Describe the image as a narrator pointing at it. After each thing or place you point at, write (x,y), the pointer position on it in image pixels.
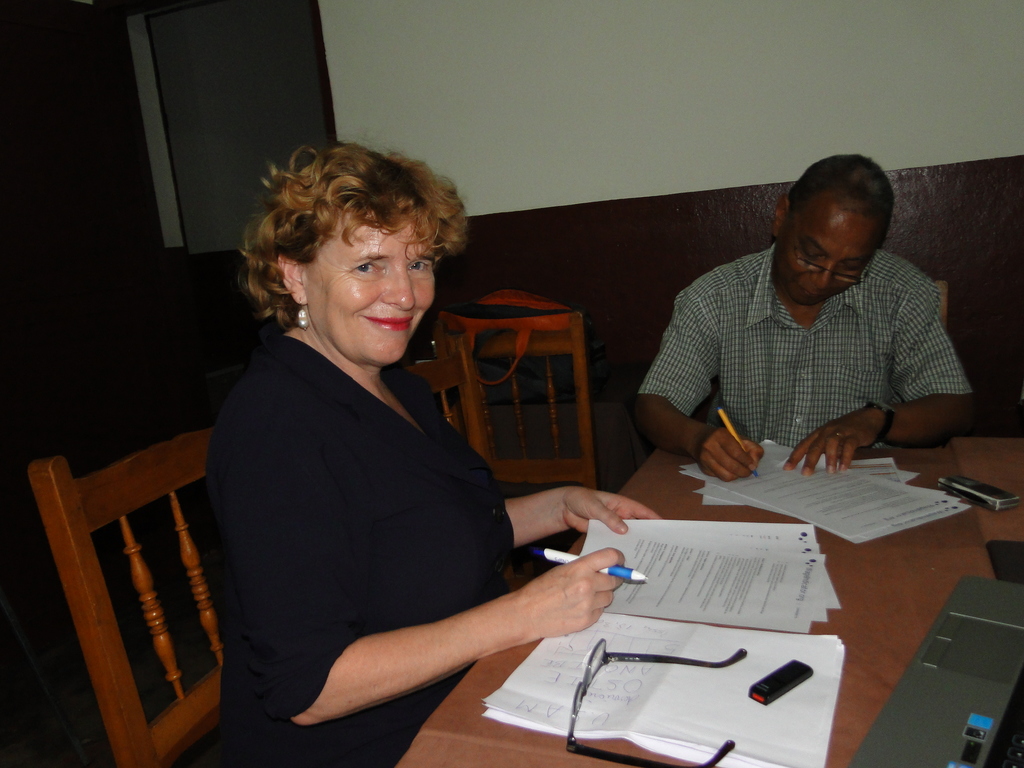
On the background (762,70) we can see wall (762,70), a bag (505,304) on a chair (579,318). We can see a man (826,336) and a woman (419,475) sitting on chairs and holding pens (628,573) in their hands (614,585) In Front of a table (997,517) and on the table (915,593) we can see mobile (956,492), laptop (945,625), papers (774,583), spectacles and a pen drive (777,694). This woman (370,274) she is carrying a pretty smile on her face (397,328).
